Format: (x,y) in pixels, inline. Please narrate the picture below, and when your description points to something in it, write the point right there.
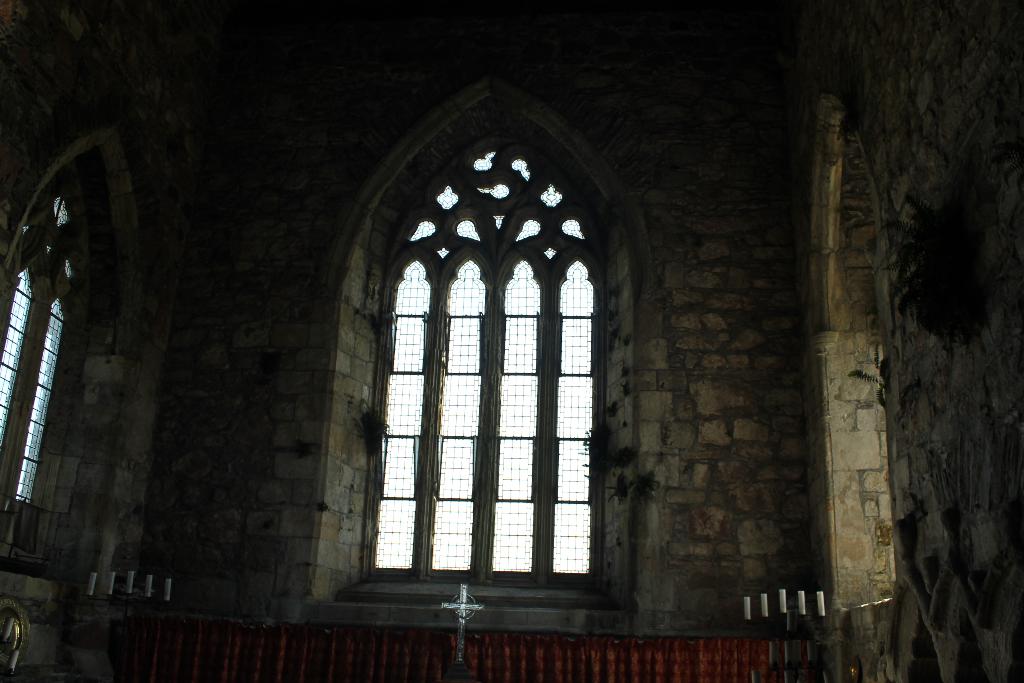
In this picture I can see the inside view of the church (592,260). In the center (506,361) there is a window (577,319). At the bottom (460,638) I can see the cross mark (472,605) which are placed on the wall (185,535). In the bottom left corner (103,587) and bottom right corner (786,626) I can see the candles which are placed on the stand (768,623) near to the windows (423,482).
